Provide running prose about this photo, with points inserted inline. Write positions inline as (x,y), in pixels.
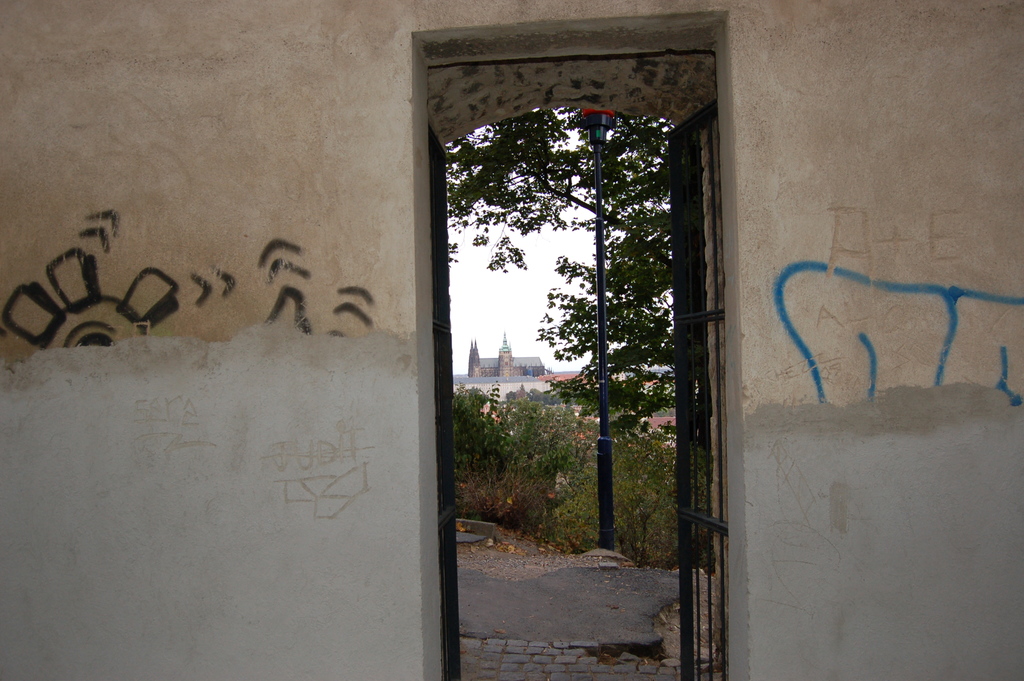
In this image I can see there is a door (458,54), wall (316,413) and there are few plants (539,449), trees (613,370), a pole (598,237) and a building (517,383) visible from the door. The sky (485,320) is clear.
